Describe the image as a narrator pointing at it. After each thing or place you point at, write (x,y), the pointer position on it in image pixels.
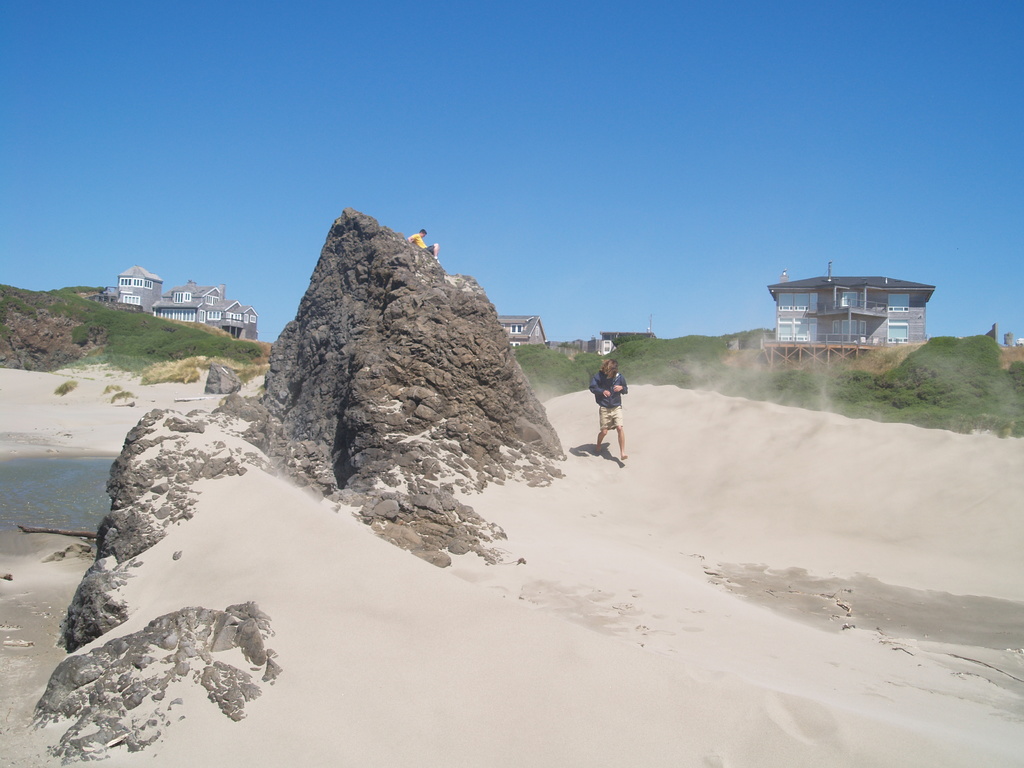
In this image we can see a person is walking on the sand (530,563) and another person (433,244) is sitting on a rock (428,385). In the background (186,304) we can see buildings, windows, poles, plants (814,377) and sky (573,206).
